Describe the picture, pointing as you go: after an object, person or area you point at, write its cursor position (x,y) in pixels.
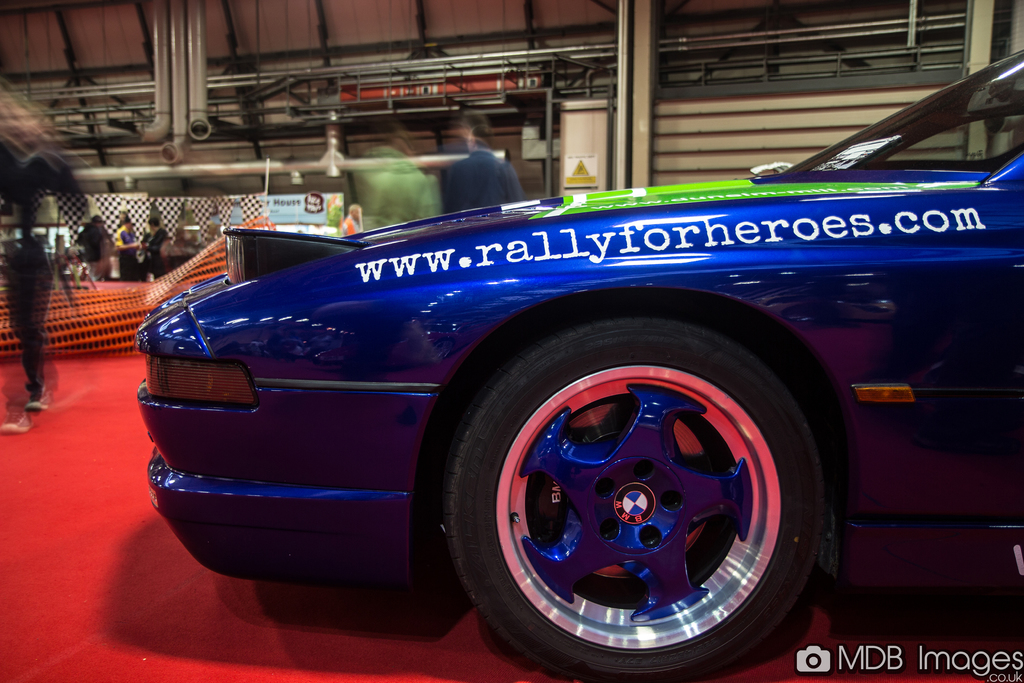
In this image, we can see a blue color vehicle (704,383) is placed on the red carpet (282,641). Right side (863,664) bottom corner, we can see a watermark (908,665) in the image. Background (699,155) we can see wall (668,146), pillars (619,120), pipes (395,77), banners (68,206), few people (57,156).
